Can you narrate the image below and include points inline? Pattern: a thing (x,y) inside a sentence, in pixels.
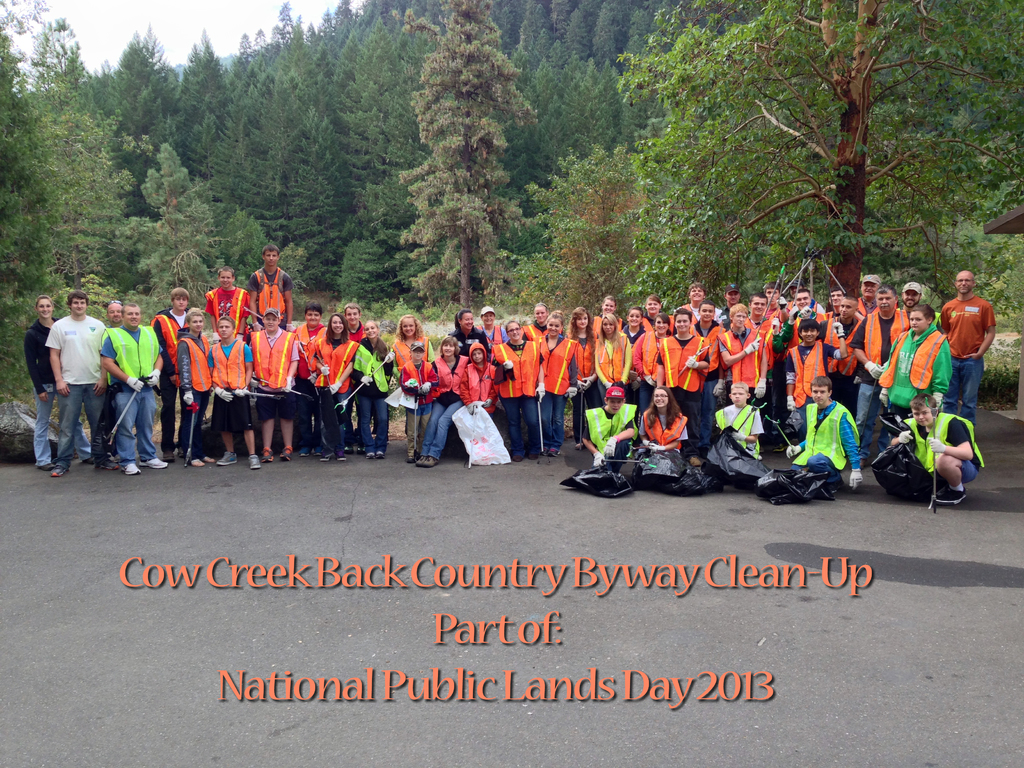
In the middle (484,325) a group of people (659,325) are standing, few of them wore orange color jackets (466,367) and few of them wore green color jackets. At the back side (693,222) there are green color trees (648,208), at the bottom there is the name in orange color.
